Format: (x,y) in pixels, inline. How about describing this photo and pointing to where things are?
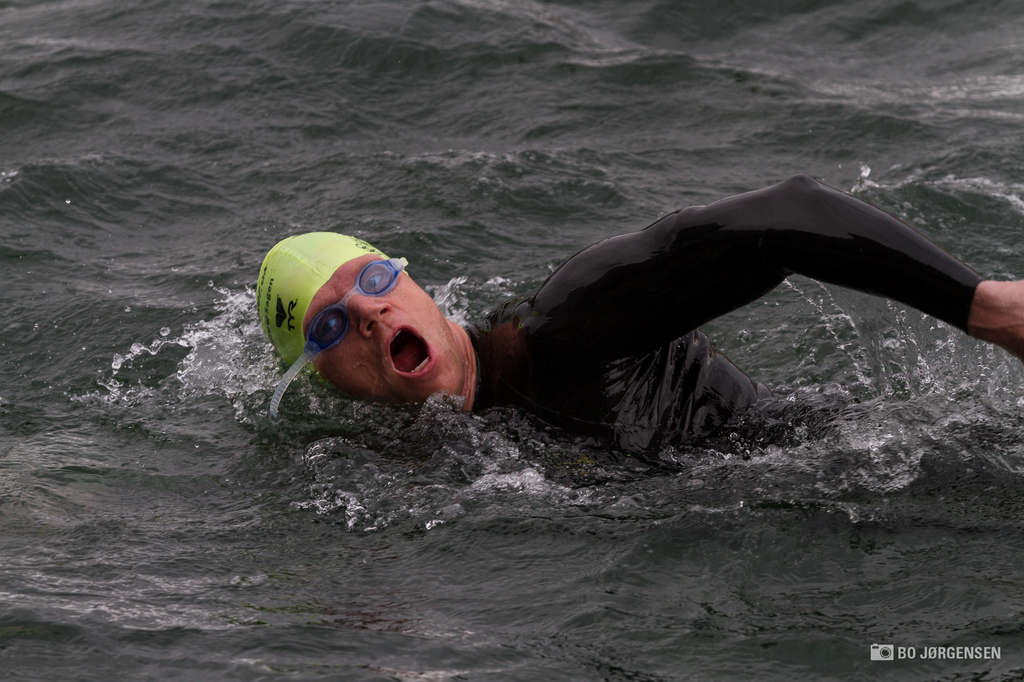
In this image there is a man (385,362) swimming in the water (353,481). He wore the cap (308,290) and the goggles (377,267) and swimming in the water (384,459).
